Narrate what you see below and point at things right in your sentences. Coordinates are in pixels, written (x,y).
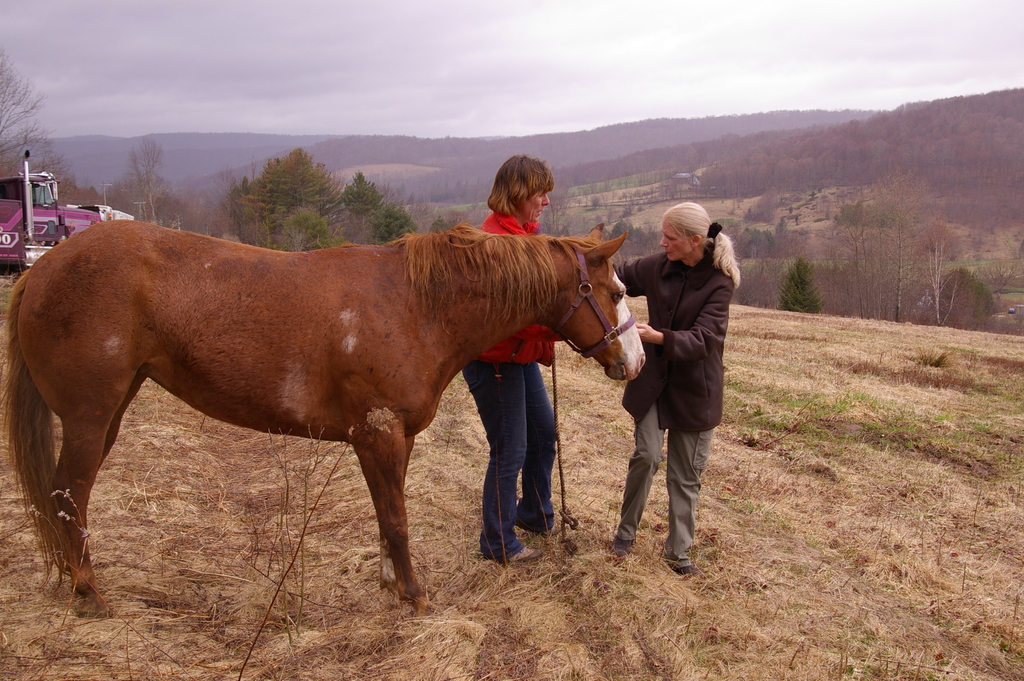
In this image there is the sky (525,61) towards the top of the image (511,53), there are mountains (722,134), there are trees (306,196), there is a vehicle (65,209) towards the left of the image (30,207), there is ground (808,599) towards the bottom of the image (668,568), there are plants (799,421) on the ground (730,536), there are two women (656,294) standing, there is a horse (202,361), there is a rope (555,421).
